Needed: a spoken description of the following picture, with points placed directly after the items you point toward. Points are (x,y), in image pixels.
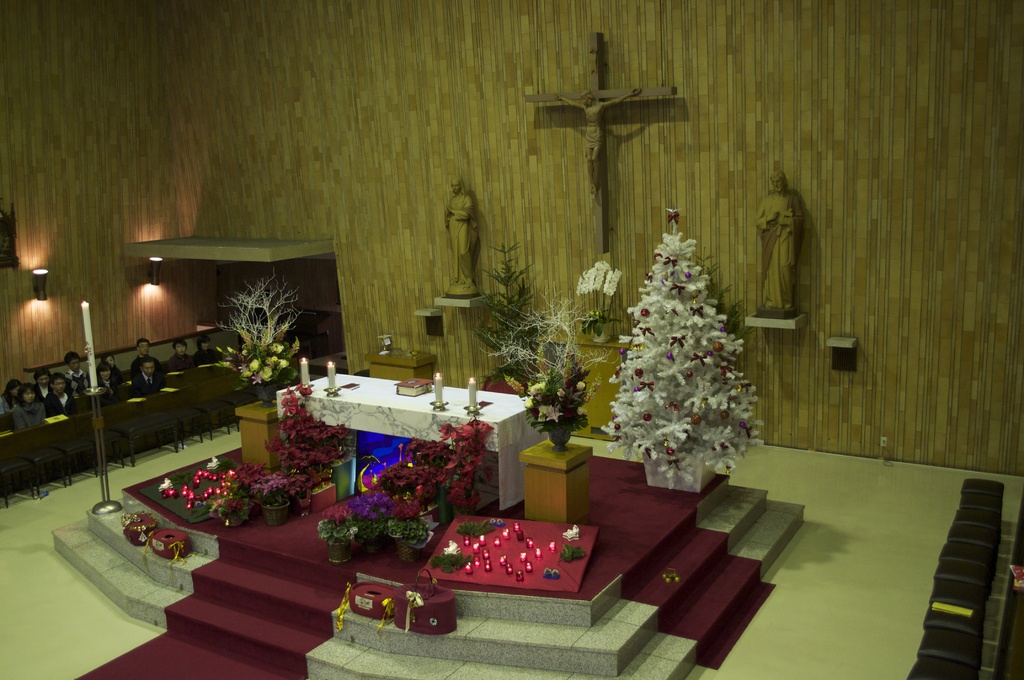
This picture might be taken in a church (321,441), in this image in the center (393,406) there is a table (438,415). On the table (444,418) there are some candles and book (433,388) and also there are some flower pots (431,517), plants (477,532), lights (165,497), boards (472,535), christmas tree (630,395) and stairs (712,547). In the background (757,265) there are some statues (790,217) and cross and wall (558,227), and on the left side of the image (115,375) there are some people (51,388) sitting and there are tables (13,447) and lights (43,286) and pole (89,361). At the bottom (80,617) there is floor (799,562) and on the right side of the image (950,583) there are some chairs (991,534).
